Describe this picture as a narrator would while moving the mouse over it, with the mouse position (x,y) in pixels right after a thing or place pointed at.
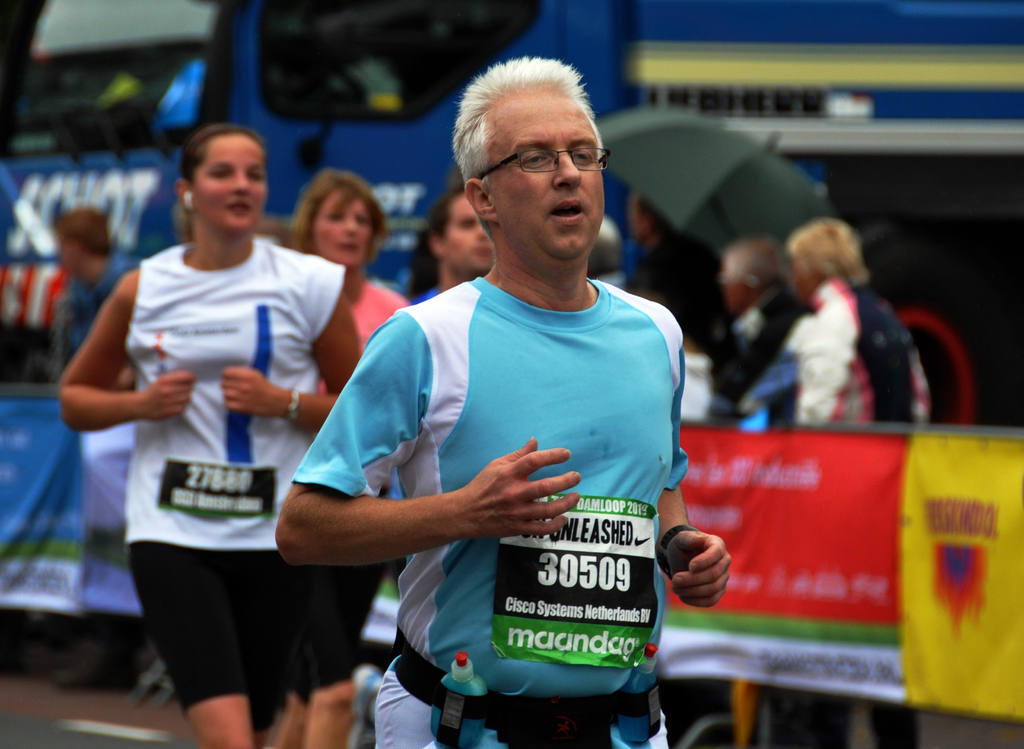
There is a man (447,401) in the center of the image (651,477) there are people (651,264), posters (910,508), vehicle (380,82) and an umbrella (708,201) in the background area (730,194).
